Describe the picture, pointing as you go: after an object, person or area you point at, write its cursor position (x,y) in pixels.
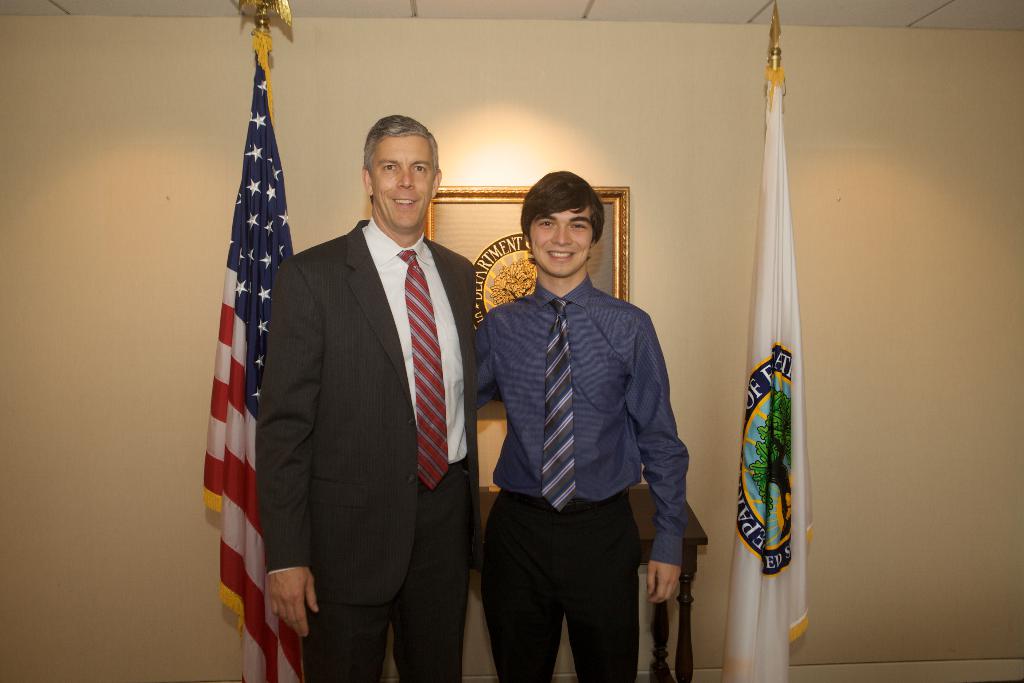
As we can see in the image there is a wall (439,88), flags (244,354), two people (360,401) standing over here and photo frame (490,203). The person (622,407) over here is wearing blue color shirt (588,385) and the person (312,453) next to him is wearing black color jacket (317,467).
